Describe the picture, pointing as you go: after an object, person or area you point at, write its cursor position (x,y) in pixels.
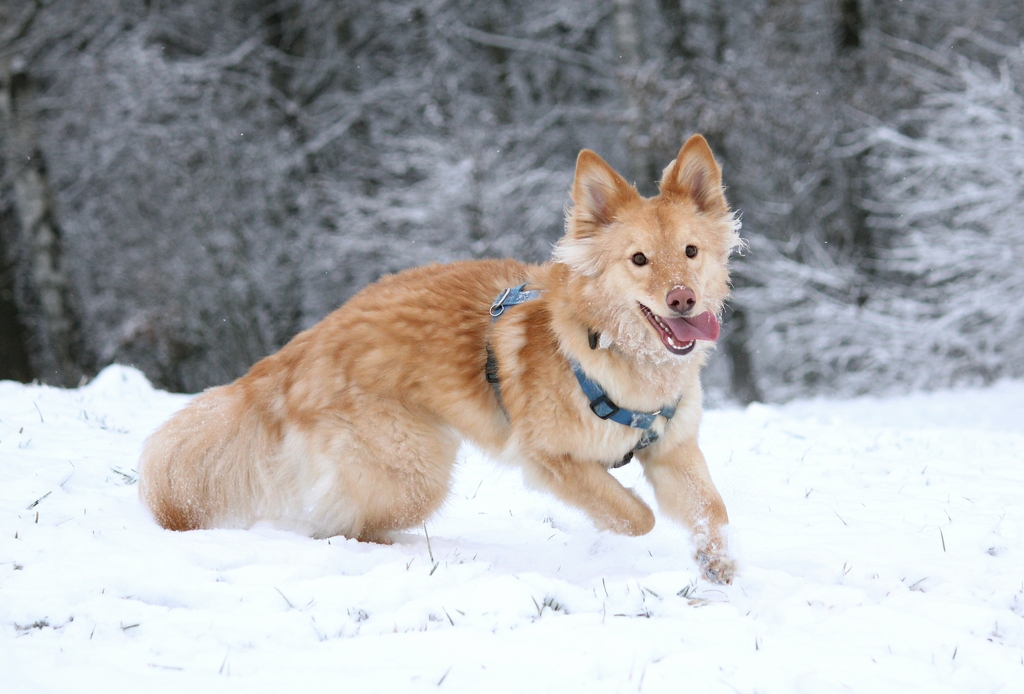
There is a brown color animal (429,283) running on the snow (705,586). In the background (559,162) it is blurred.
